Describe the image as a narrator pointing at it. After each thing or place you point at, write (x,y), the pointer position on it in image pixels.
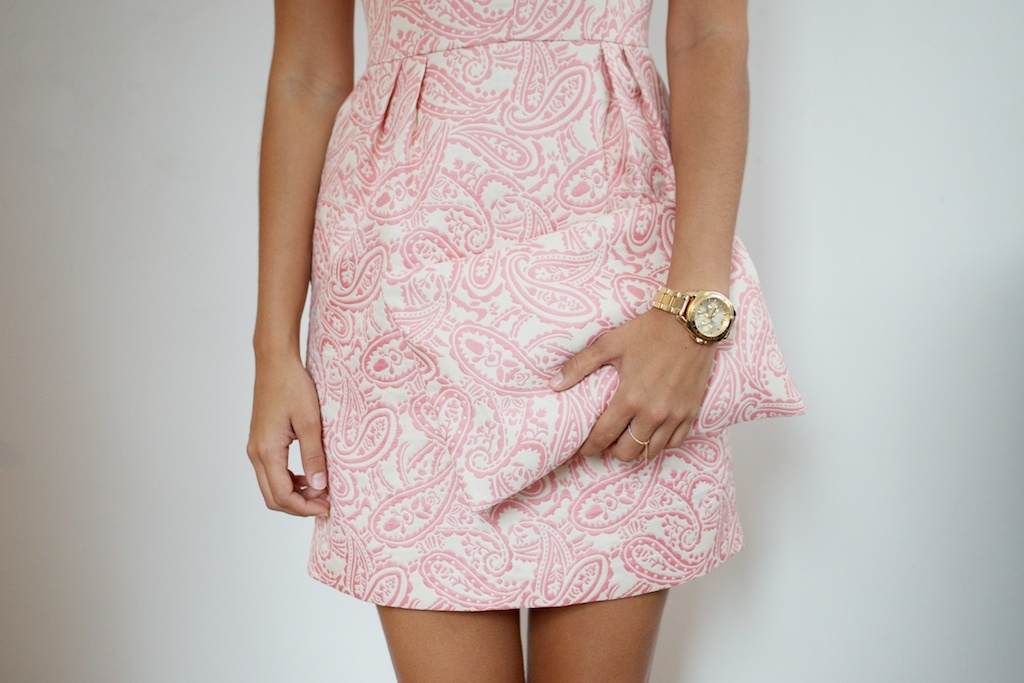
In the image a person (702,248) is standing. Behind her there is wall (1018,497).
